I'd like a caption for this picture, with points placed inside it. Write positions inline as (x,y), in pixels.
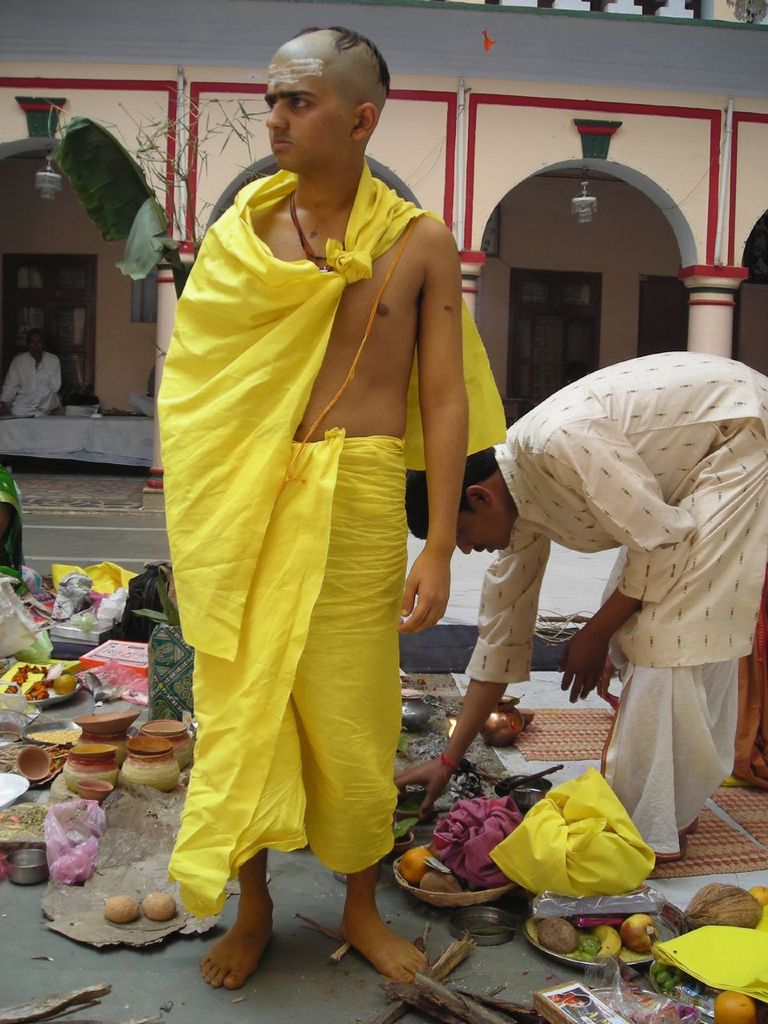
In the middle of this image (265,560) there is a man (252,457) standing and looking at the left side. On the right side (650,488) there is another man (581,498) bending and holding an objects (412,793). At the bottom (48,698) I can see few bowls (109,721), plates (457,887), fruits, clothes (571,839), boxes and some other objects (99,880) on the ground (296,995). On the left side (54,383) there is a person (33,411) sitting on a table (84,439) which is covered with a cloth (106,423). In the background (509,163) there is a building (403,128).
